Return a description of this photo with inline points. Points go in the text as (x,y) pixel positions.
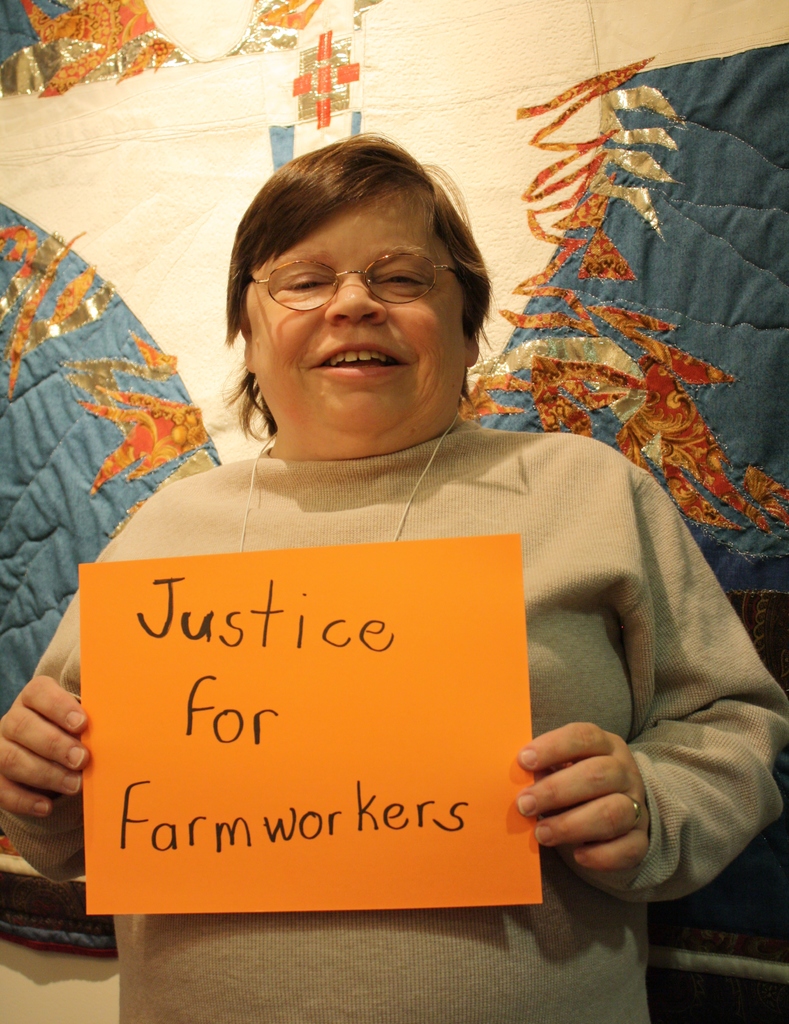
In the image we can see a woman (611,630) standing, wearing clothes (560,564), neck chain (429,465), spectacles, finger ring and the woman (465,396) is smiling. She is holding a poster (340,707) in her hand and we can see the text (252,707) on the poster (220,693), and the wall (481,180).
